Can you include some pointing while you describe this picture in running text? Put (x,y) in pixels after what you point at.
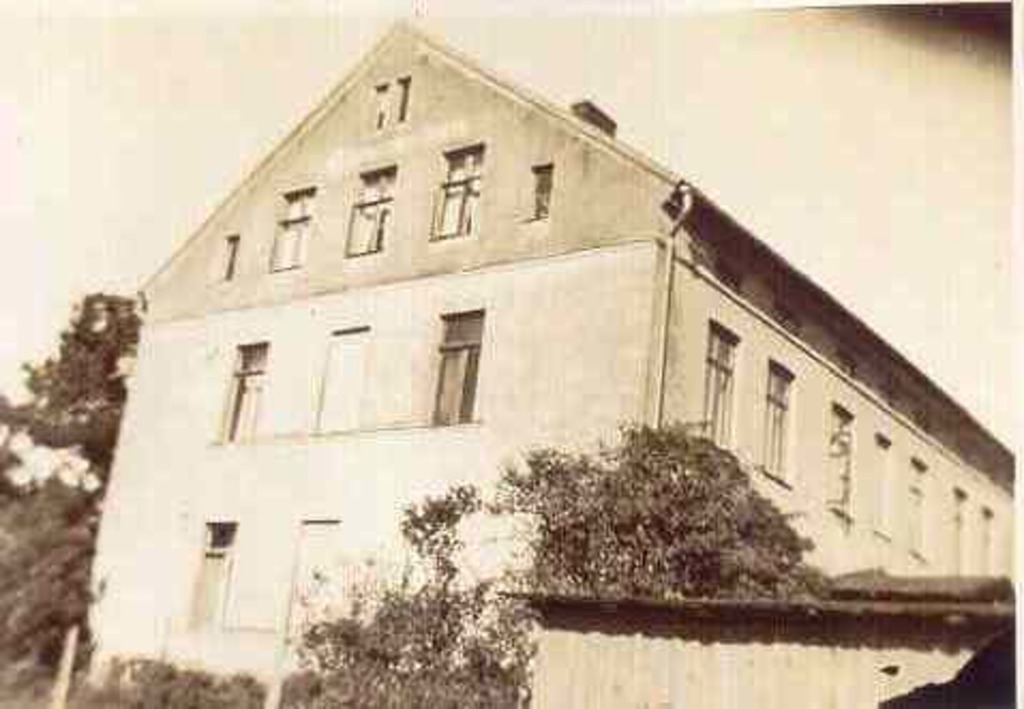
In this picture there is a building (599,357). On the right (838,499) I can see many windows (713,405) on the building (898,455). At the bottom (690,540) I can see the fencing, plants (705,517), grass (211,668) and shed (650,626). On the left (69,383) I can see many trees (36,392). In the top left (73,124) I can see the sky (126,114).
